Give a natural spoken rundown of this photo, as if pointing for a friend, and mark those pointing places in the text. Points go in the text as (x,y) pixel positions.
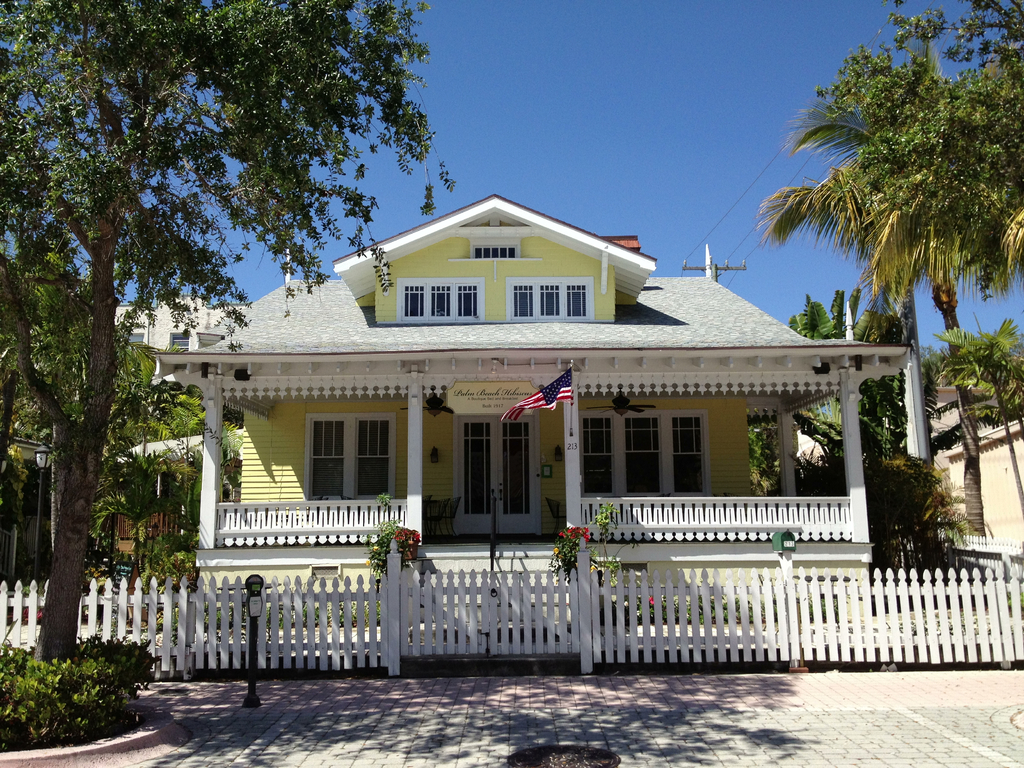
This image is taken outdoors. At the top of the image (550,111) there is the sky (638,171). At the bottom of the image (722,741) there is a floor (663,709). In the background (896,445) there are many trees (163,415) and plants (161,434). In the middle of the image (495,389) there is a house (484,427). There is a flag (558,398) and there is a board (495,405) with a text (495,405) on it. There is a fence (626,593). There are many plants (99,650). On the left (70,241) and right sides of the image there are few trees (160,232).
